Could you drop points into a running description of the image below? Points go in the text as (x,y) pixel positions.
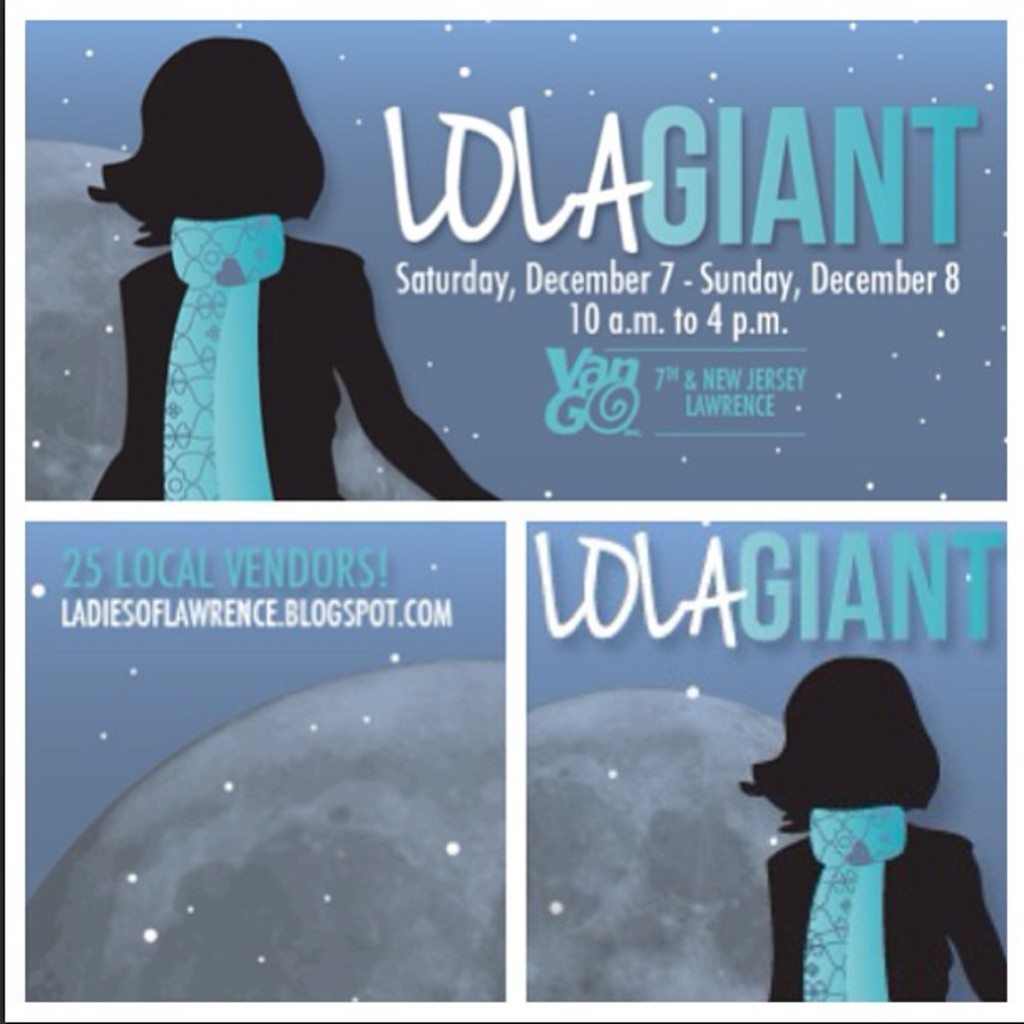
In this picture we can see posters (389,689), in these posters (418,655) we can see people (849,682) and some information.
